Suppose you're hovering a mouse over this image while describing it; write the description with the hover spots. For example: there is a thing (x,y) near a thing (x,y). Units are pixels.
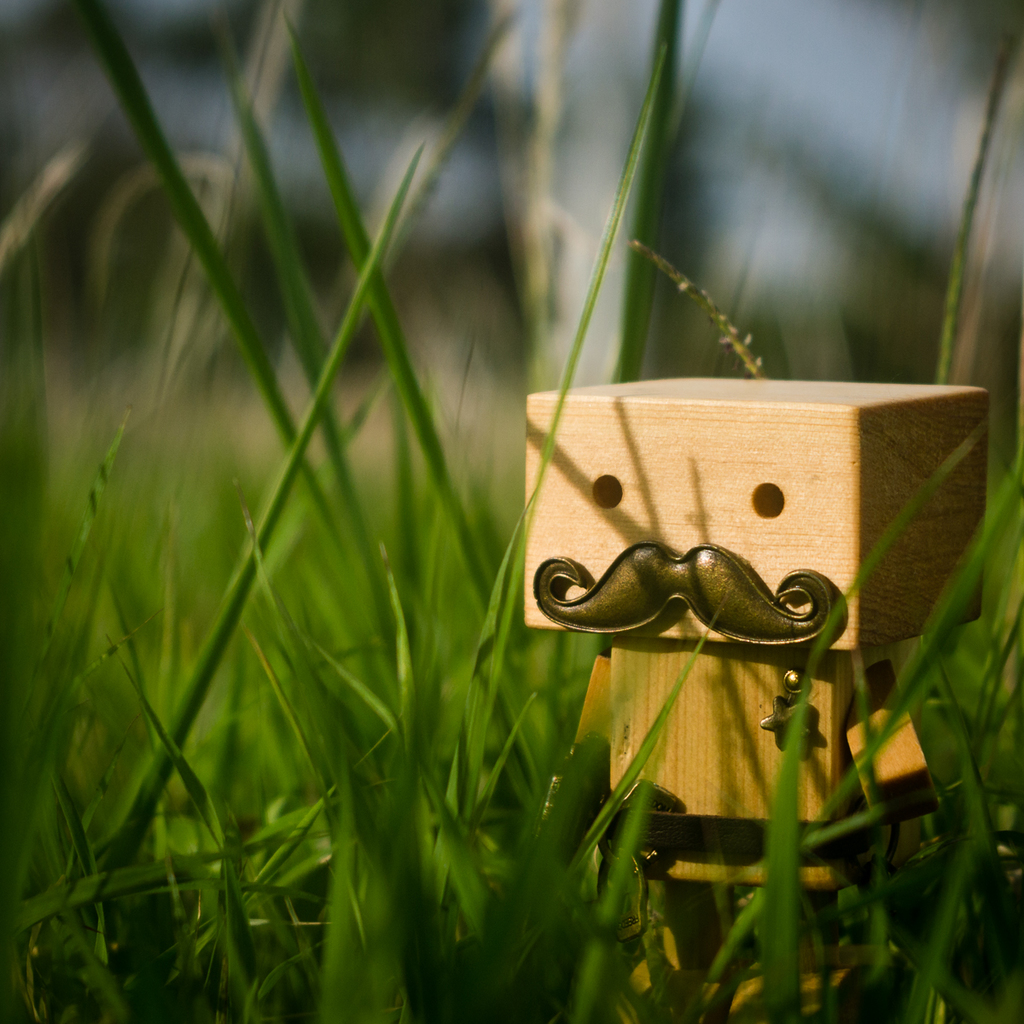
In this picture there is a toy (856,392) on the right side of the image (699,721) on the grassland (917,1009).
